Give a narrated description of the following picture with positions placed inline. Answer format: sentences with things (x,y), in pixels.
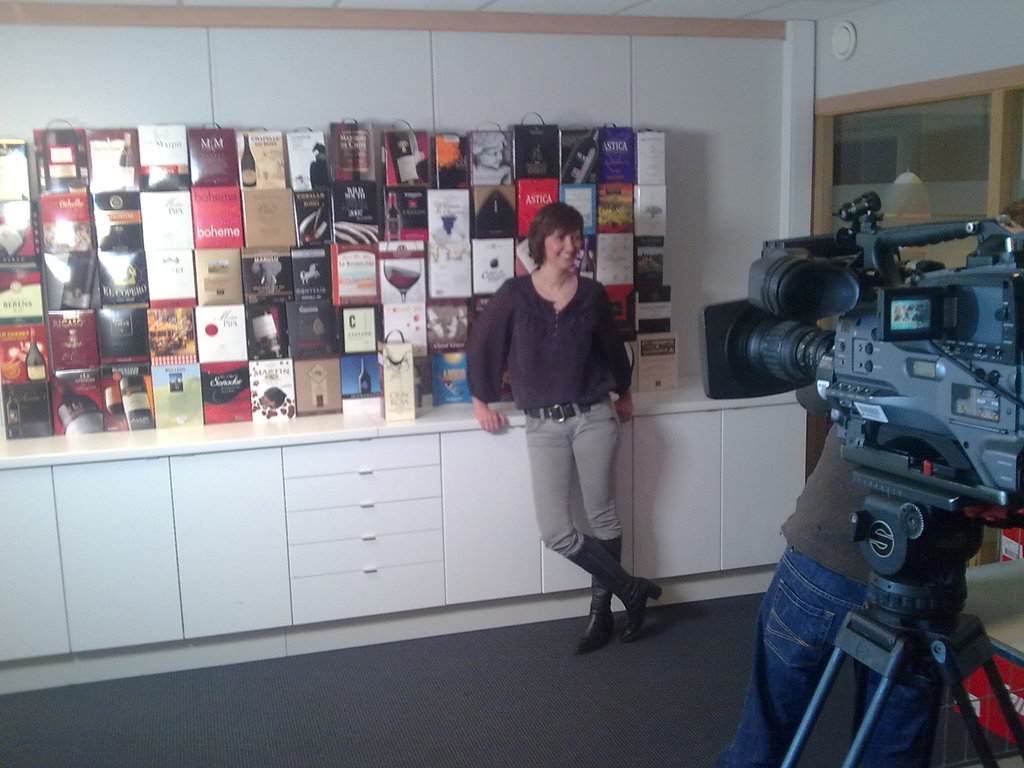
In the image I can see a woman (581,447) is smiling. In front of the image I can see a video camera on a camera stand (880,654). In the background (196,261) I can see wooden cupboards (245,503) and some other objects (426,292).
